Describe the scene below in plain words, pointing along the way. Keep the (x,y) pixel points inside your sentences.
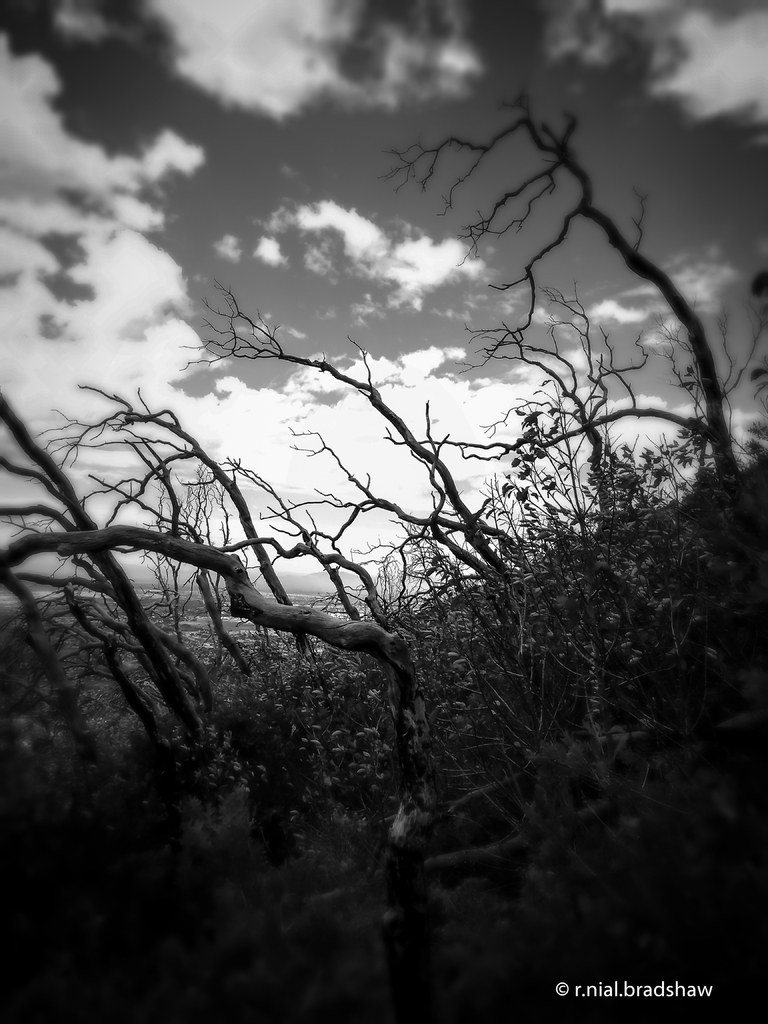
This image is a black and white image. This image is taken outdoors. At the top of the image (128,240) there is the sky (583,120) with clouds (380,448). In the middle of the image (368,585) there are many dry stems (354,621) and plants (580,553).
